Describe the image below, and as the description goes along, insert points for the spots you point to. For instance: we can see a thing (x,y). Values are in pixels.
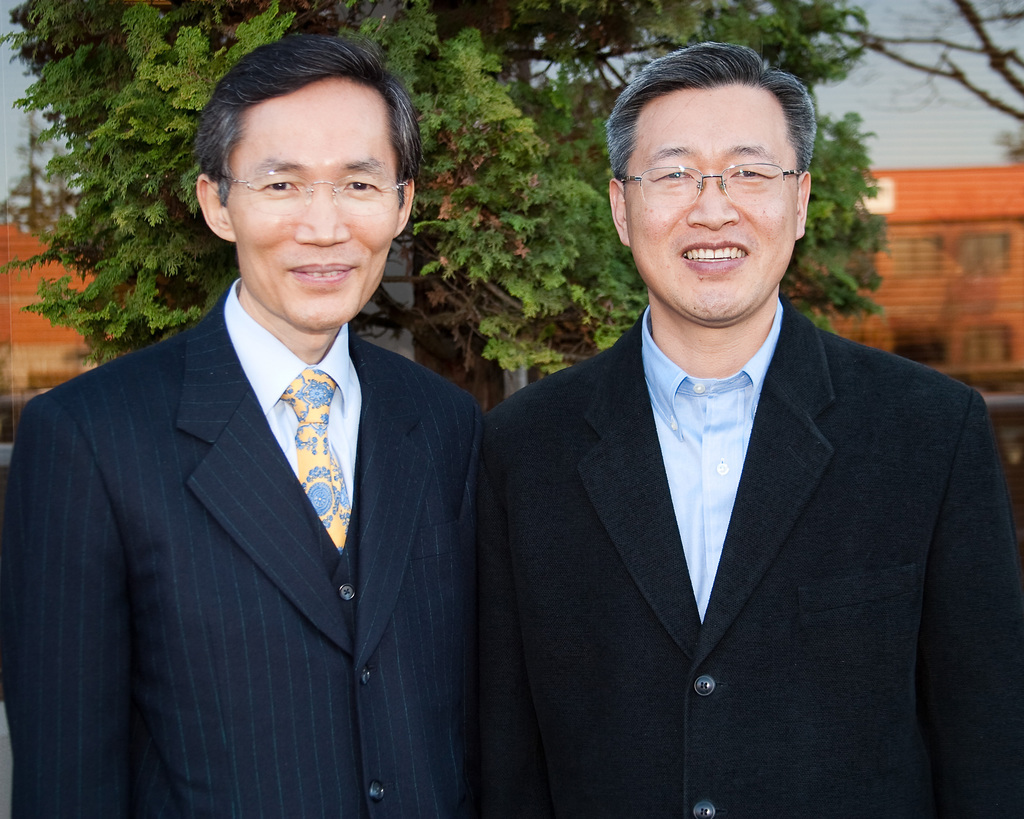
In this image there are two persons (543,515) wearing suits (290,552), in the background (195,162) there is a tree (498,146) and houses (953,185).
